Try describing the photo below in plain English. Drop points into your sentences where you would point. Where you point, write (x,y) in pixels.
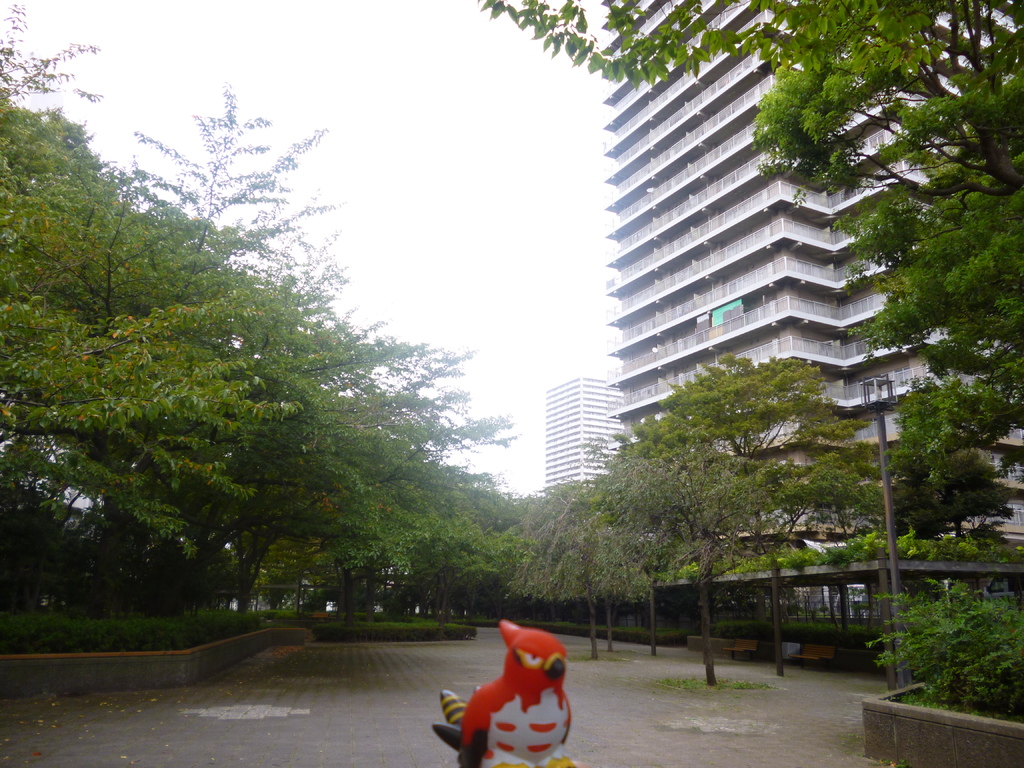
In the picture I can see trees (701,564), poles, plants (413,634), fence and some other objects (532,714) on the ground (585,699). In the background (626,292) I can see buildings (621,310) and the sky (383,167).
